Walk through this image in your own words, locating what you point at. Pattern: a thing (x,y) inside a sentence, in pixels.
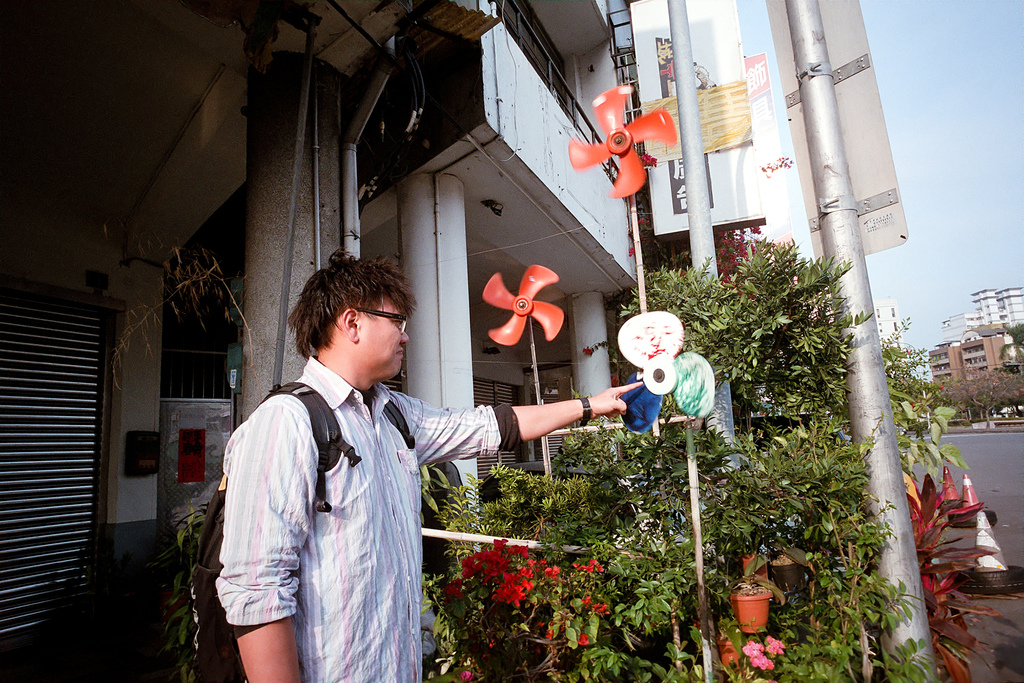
In this image we can see a person (343,420) wearing a bag (332,420) and spectacles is touching a propeller (683,393) with his finger (624,389). On the right side of the image (732,367) we can see group of plants (745,669), set of propellers (627,329). In the background (1015,359), we can see a group of buildings (955,332) and hoardings (707,157).
